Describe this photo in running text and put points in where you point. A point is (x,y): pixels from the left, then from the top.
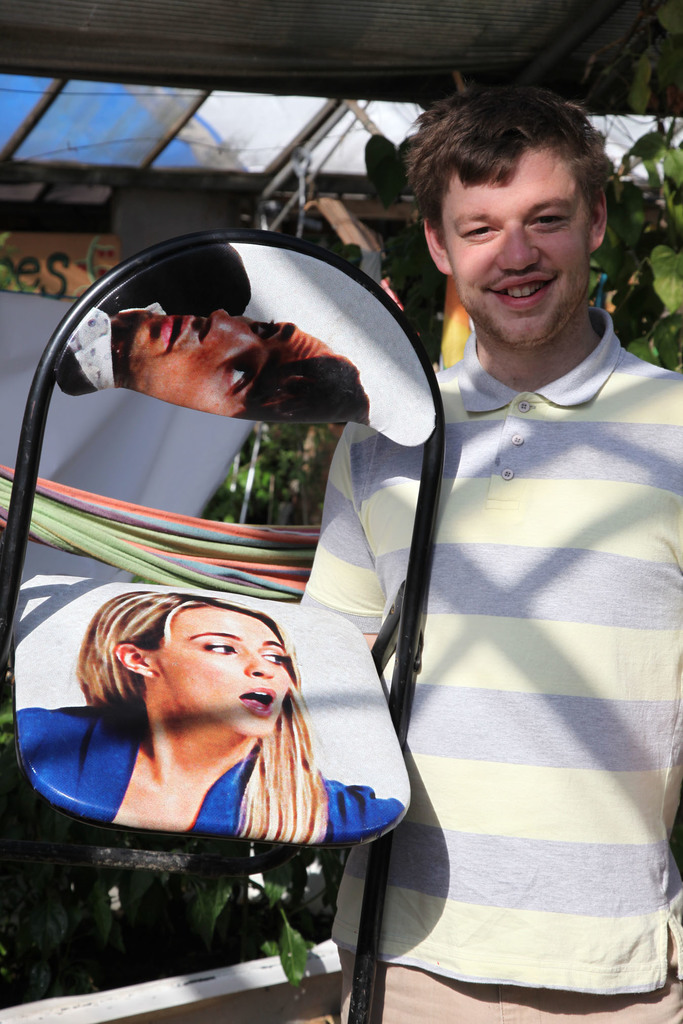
In the image there is a man (517,688) standing and holding a chair (176,368) with his hand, on the chair (150,640) there are images (157,643) of a woman (175,622) and a man (271,389), in the background (614,180) there is a plant (666,226) and above the plant (664,155) there is a roof (154,24).
